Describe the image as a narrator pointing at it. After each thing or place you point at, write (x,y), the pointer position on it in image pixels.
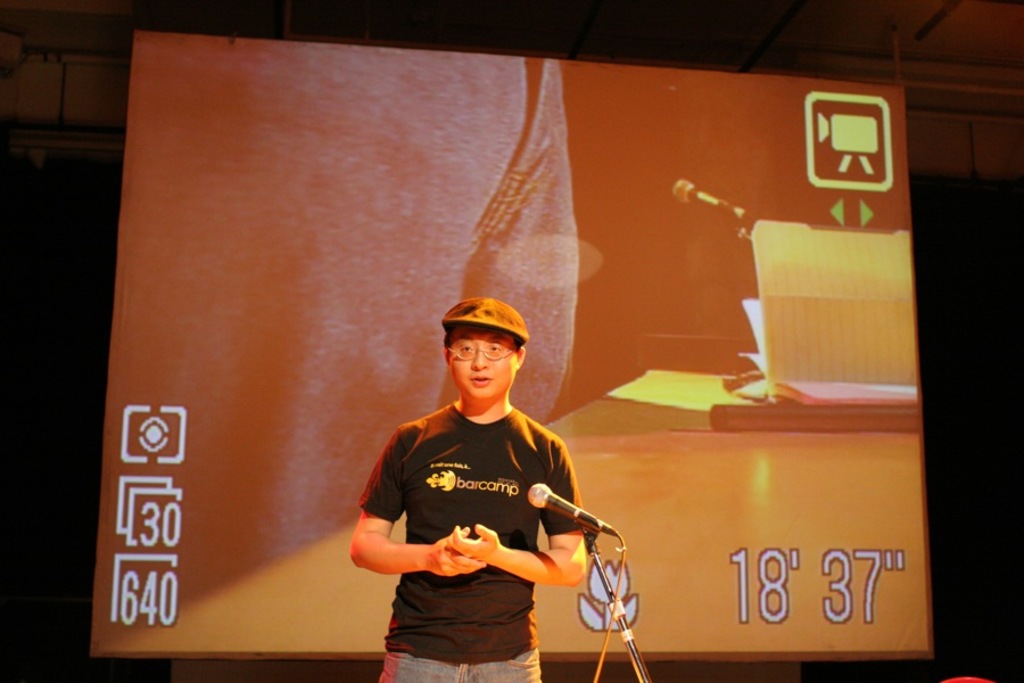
In this picture we can see a person (466,472), he is wearing a cap (482,302) and spectacles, in front of him we can see a mic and in the background (577,273) we can see a screen (666,277), roof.
